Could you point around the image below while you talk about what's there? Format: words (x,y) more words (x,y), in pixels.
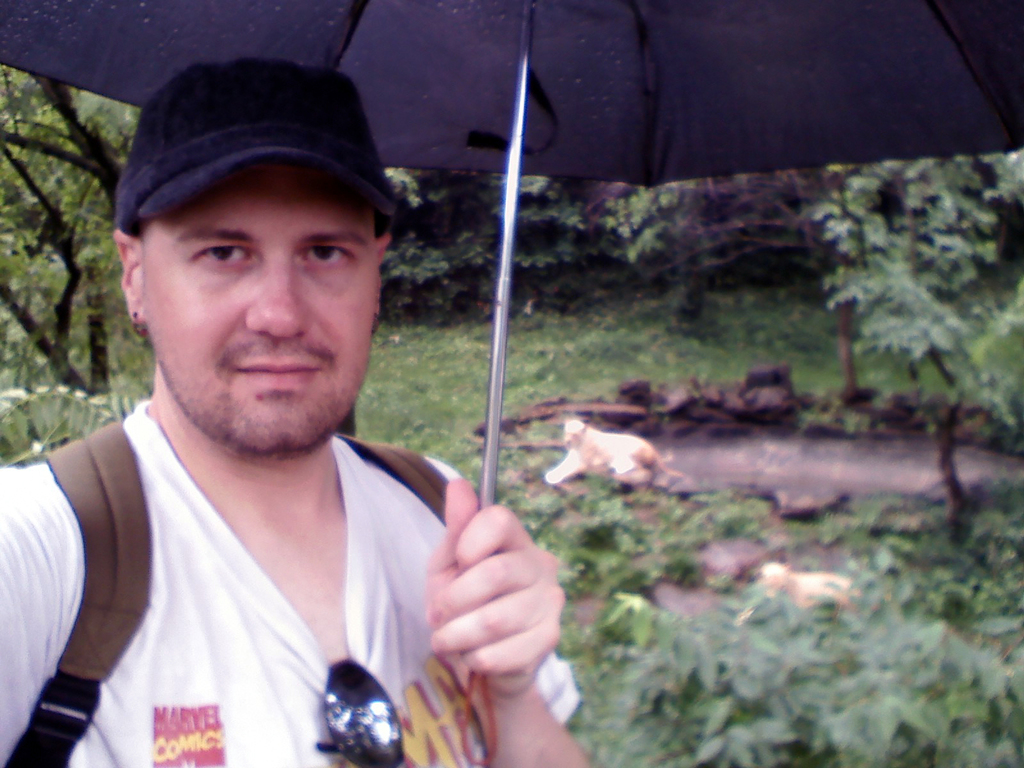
In this picture we can see a man (362,635) is holding an umbrella (486,19), there are some plants (678,632), grass (626,492), water (720,449) and a big cat (655,467) in the middle (622,472), in the background (12,179) there are trees (40,128), this man (210,612) is carrying a backpack (115,540).
